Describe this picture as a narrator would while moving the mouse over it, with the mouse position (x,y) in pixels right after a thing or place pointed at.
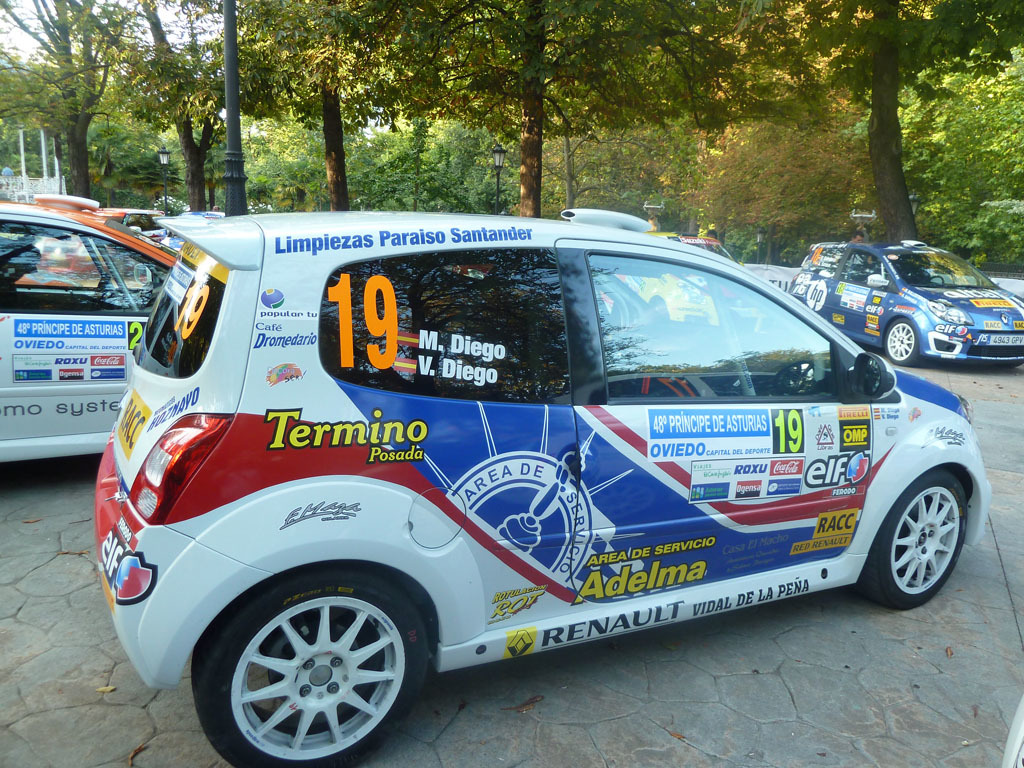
In this image there are cars (257,357) with some text (282,346) and numbers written on it and there are trees (604,153). On the left side (23,158) there are poles (24,172) which are white in colour and in the center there is a pole (237,66) which is black in colour.
